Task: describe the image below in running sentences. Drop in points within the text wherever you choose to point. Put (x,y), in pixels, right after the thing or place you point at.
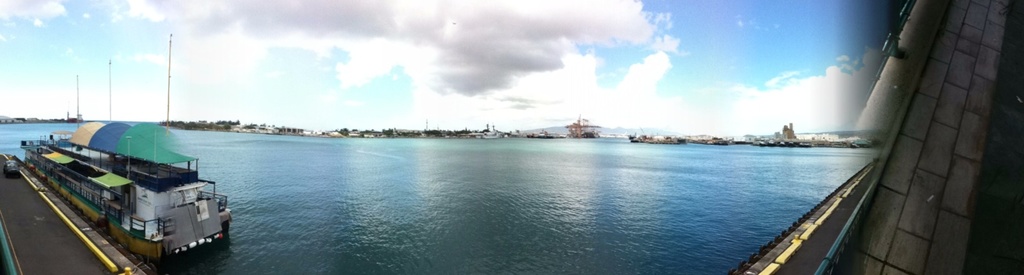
In this image we can see a walkway (109,250), boat (204,231), poles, tires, water (400,268), vehicle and other objects (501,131). In the background of the image (839,136) there are trees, buildings (290,128) and other objects (517,137). At the top of the image (382,51) there is the sky (697,78). On the right side of the image (967,26) there is an object (905,21).
